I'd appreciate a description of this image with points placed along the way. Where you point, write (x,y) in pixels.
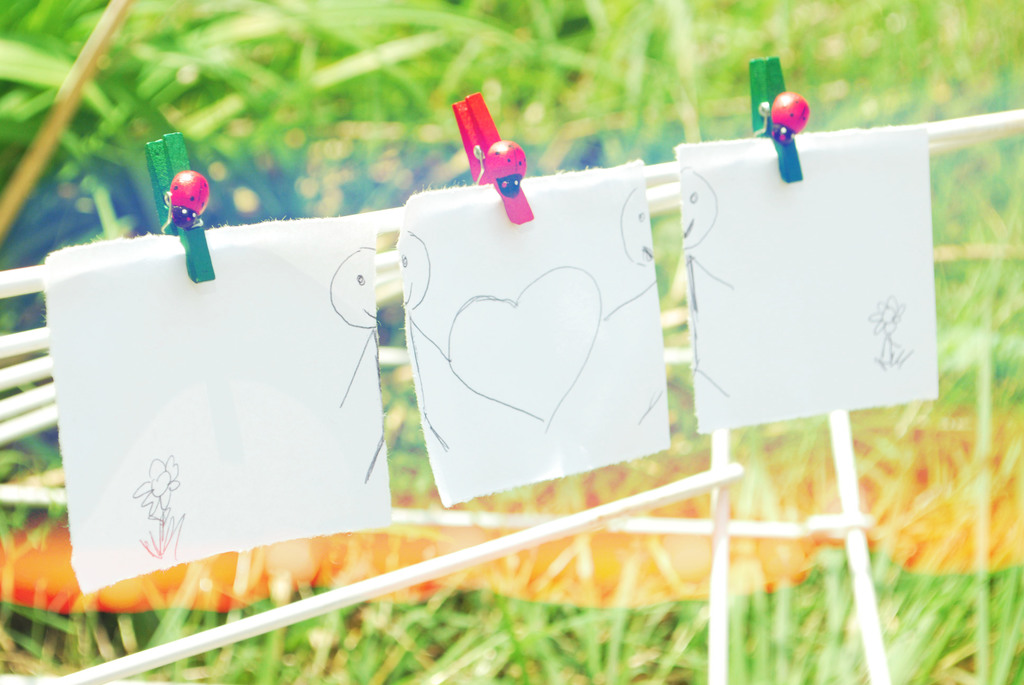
There is a white color stand (484,515). On that there are three papers (501,309) with drawings (481,326) are hanged with clips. On the clips (190,199) there are bugs (498,157). In the background (284,47) it is green and blurred.
